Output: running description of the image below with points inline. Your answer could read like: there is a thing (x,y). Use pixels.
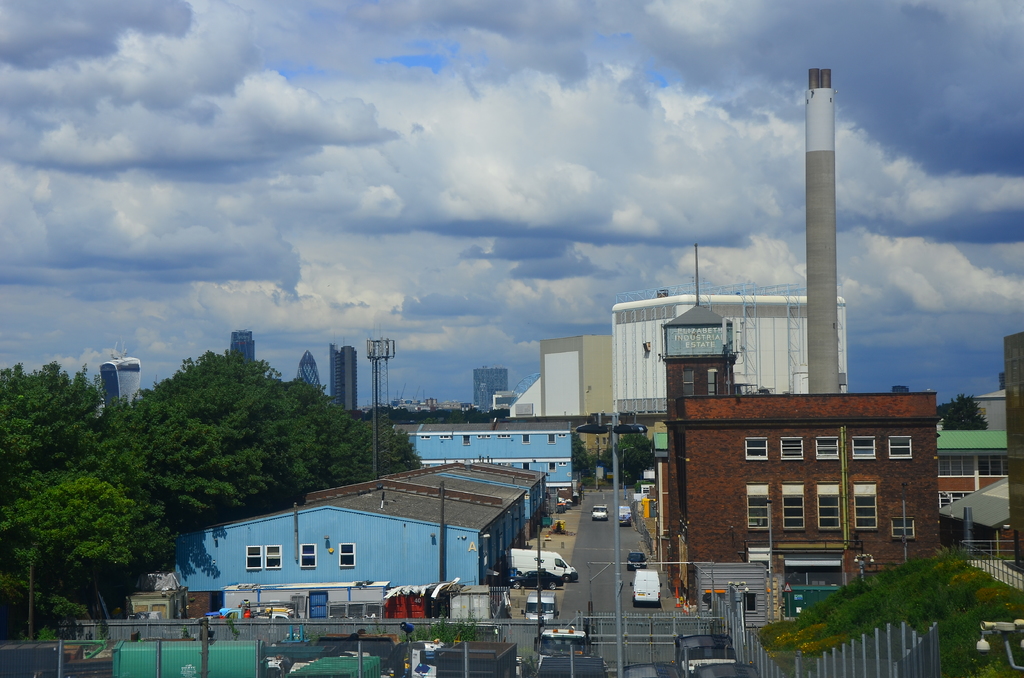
In this picture we can see few buildings (863,510), vehicles (636,556) and fences (740,648), and also we can find few towers (820,343), poles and trees (181,428).
